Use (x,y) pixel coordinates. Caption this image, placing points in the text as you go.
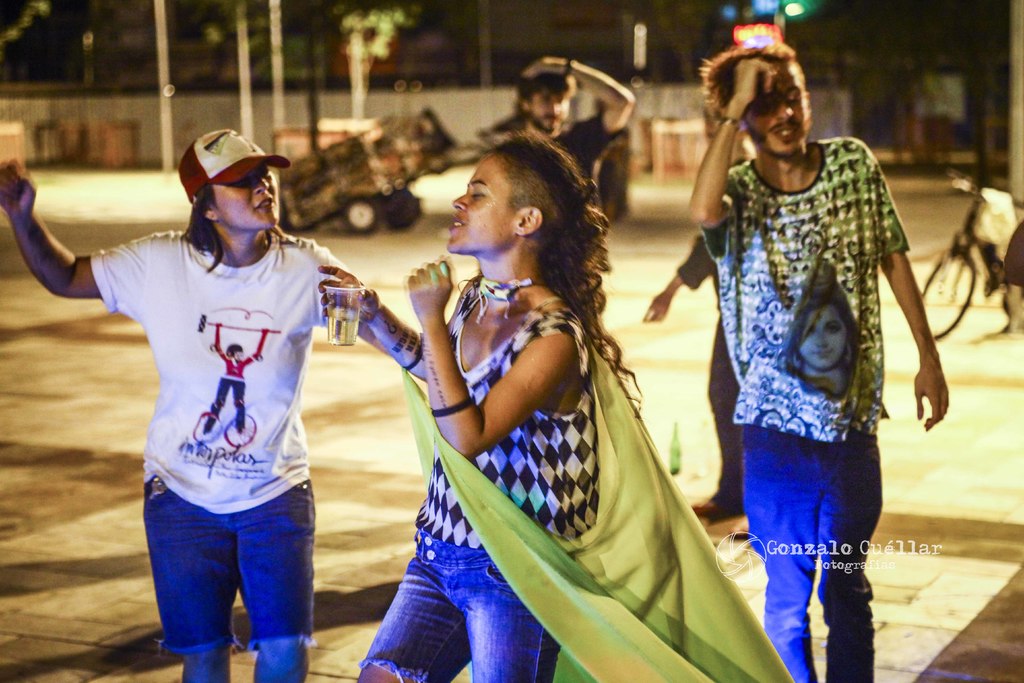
In this picture we can see few persons (536,356). There is a bicycle (993,268) and a vehicle (336,166). In the background (365,22) there are poles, trees (356,116), light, and wall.
